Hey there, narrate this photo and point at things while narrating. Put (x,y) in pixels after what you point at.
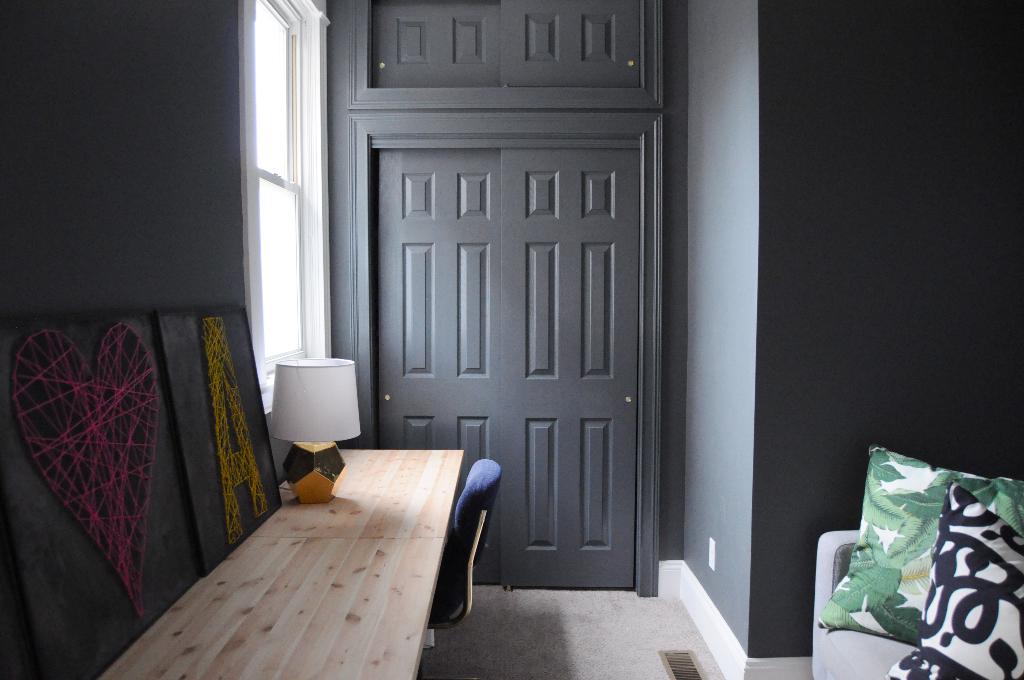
This picture is clicked inside the room (403,556). On the left side (259,597), we see a blue chair (460,536) and a table (330,525) on which lamp (289,476) and photo frames (218,541) are placed. Beside that, we see a grey wall (167,181), window (255,207) and a grey color door (446,237). In the right bottom (910,619), we see a sofa (875,648) and cushions (904,577) in green, white and black color. Beside that, we see a grey color wall (855,446).
